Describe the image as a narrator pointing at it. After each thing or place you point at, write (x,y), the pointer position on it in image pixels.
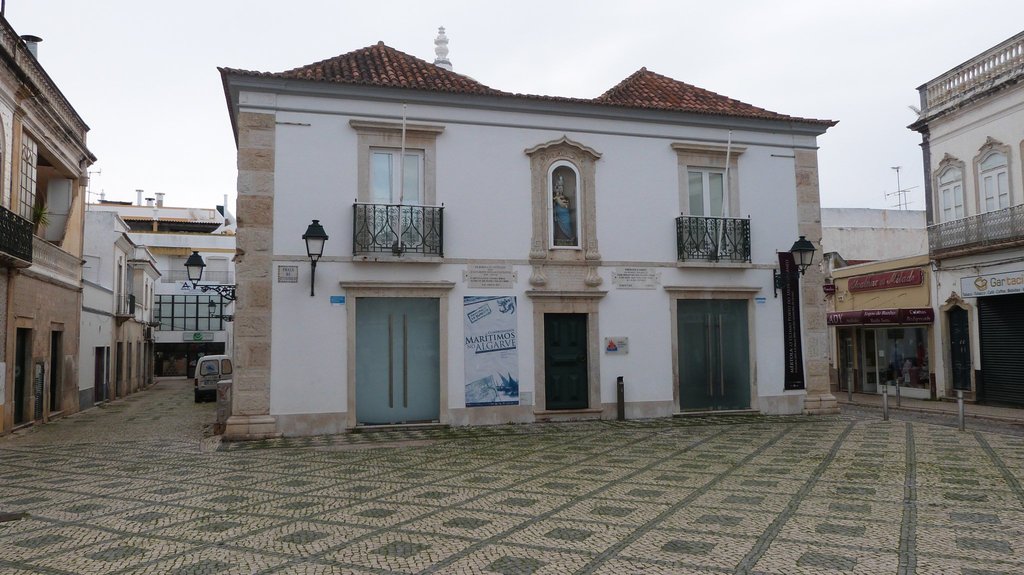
In this image I can see the buildings (487,218) with windows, railing (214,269) and lights (195,285). To the left (213,373) I can see the vehicle (207,391) and I can see some boards (907,316) to the building (894,298). In the background (518,76) I can see the white sky (550,42).
